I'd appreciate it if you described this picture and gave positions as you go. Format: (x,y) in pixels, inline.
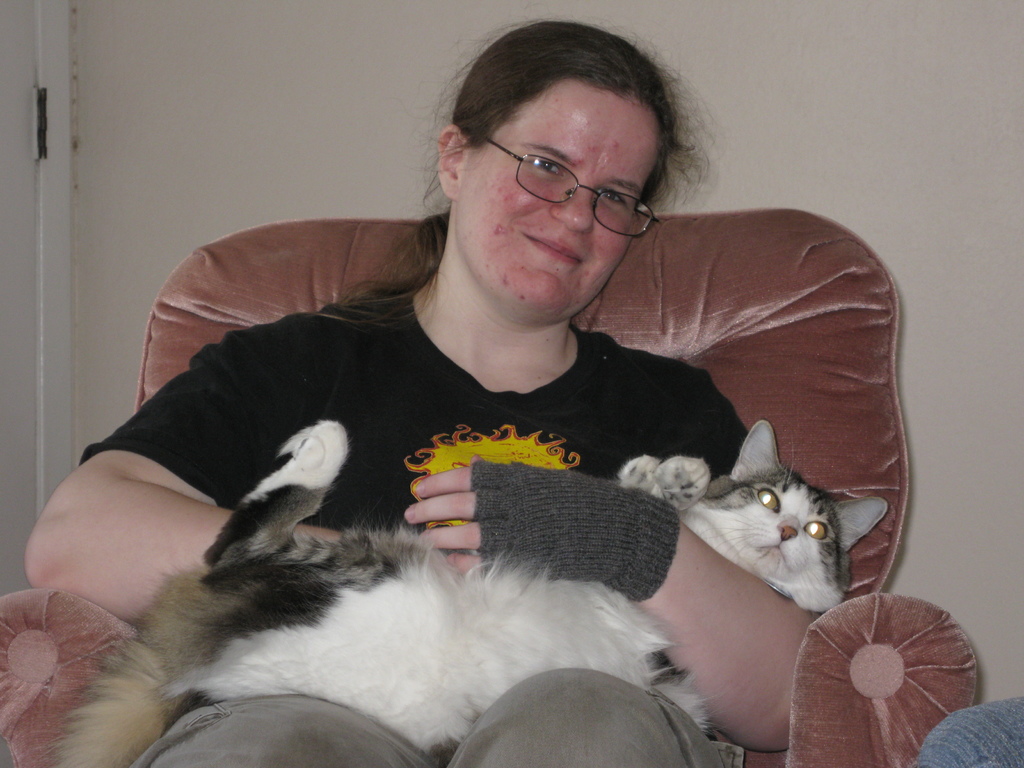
In the center of the image (469,261) there is a woman (414,320) sitting with cat (499,632) on the chair (758,218). In the background (285,127) there is a wall (113,97).
